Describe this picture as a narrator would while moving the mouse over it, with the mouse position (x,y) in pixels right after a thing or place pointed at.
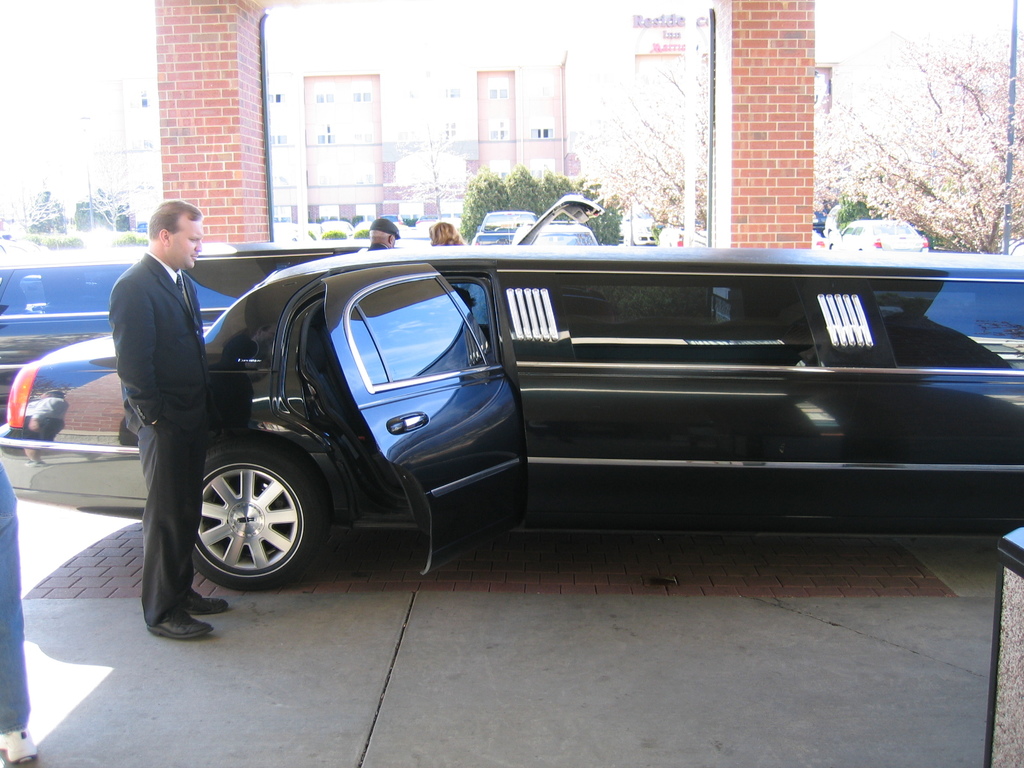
In this image, in the middle (607,391), we can see a car (864,350) which is in black color and the car door (409,365) was opened. On the left side (120,335), we can see a man (209,625) wearing a black color suit (128,350) is standing on the land (211,666). On the left side (10,499), we can also see the leg (10,499) of a person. In the right corner (997,552), we can see a metal instrument (1008,544). On the right side (973,171), we can see some trees (992,157) and a pole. In the background (326,227), we can see two people (384,237), cars (481,237), trees (118,217), building (468,152), pillars (221,141).
